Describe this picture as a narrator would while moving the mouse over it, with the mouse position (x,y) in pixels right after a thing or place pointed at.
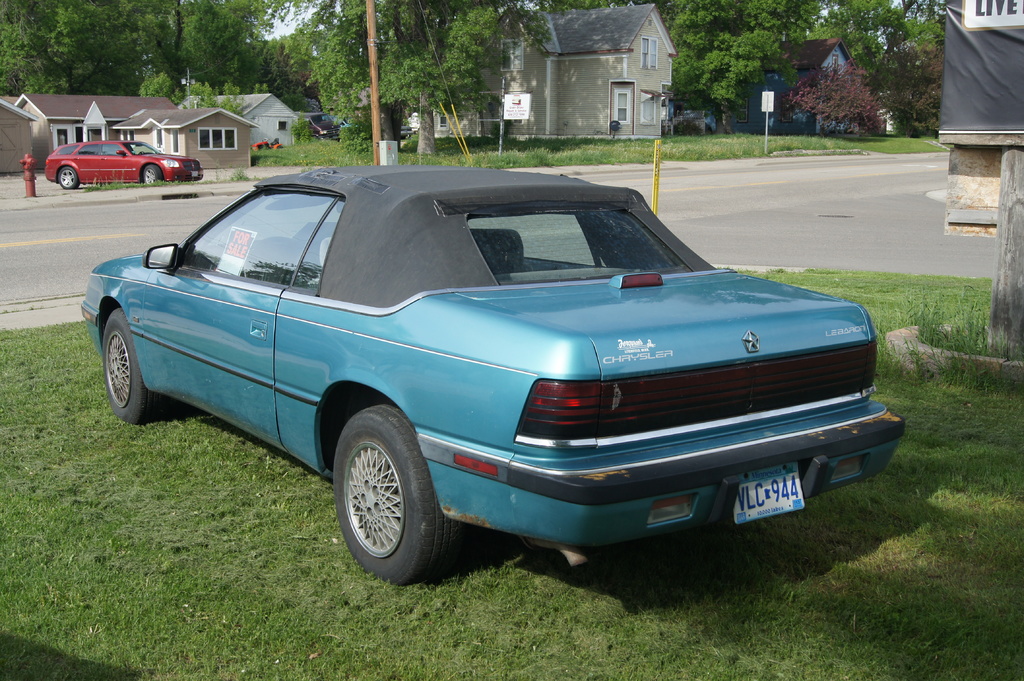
In this image I can see few buildings (630,64) and trees (383,59). I can see two cars (267,187). I can see the road (789,206). There is some grass (727,595) on the ground (698,604).
